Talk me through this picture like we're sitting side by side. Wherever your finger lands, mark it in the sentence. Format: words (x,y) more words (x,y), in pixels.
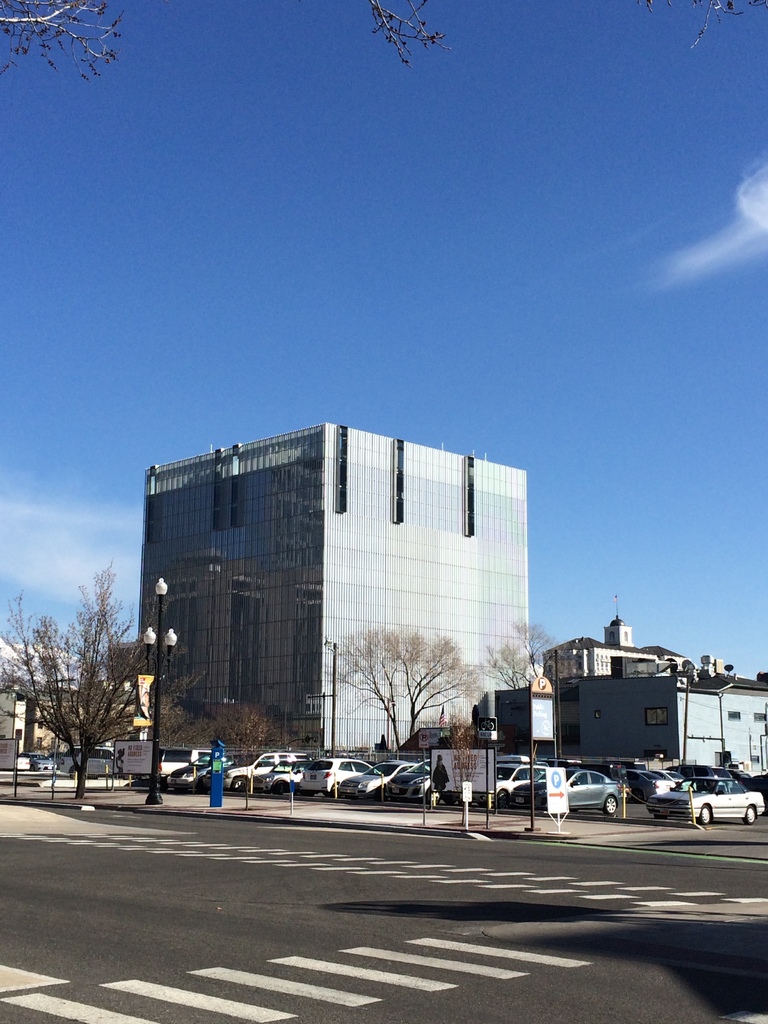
In this image we can see road (475,920), cars (165,770), trees (120,652), poles (156,799) and buildings (362,695). Behind the building (452,613), the sky (453,279) is there. At the top left of the image (98,7) tree branch (61,28) is present.
